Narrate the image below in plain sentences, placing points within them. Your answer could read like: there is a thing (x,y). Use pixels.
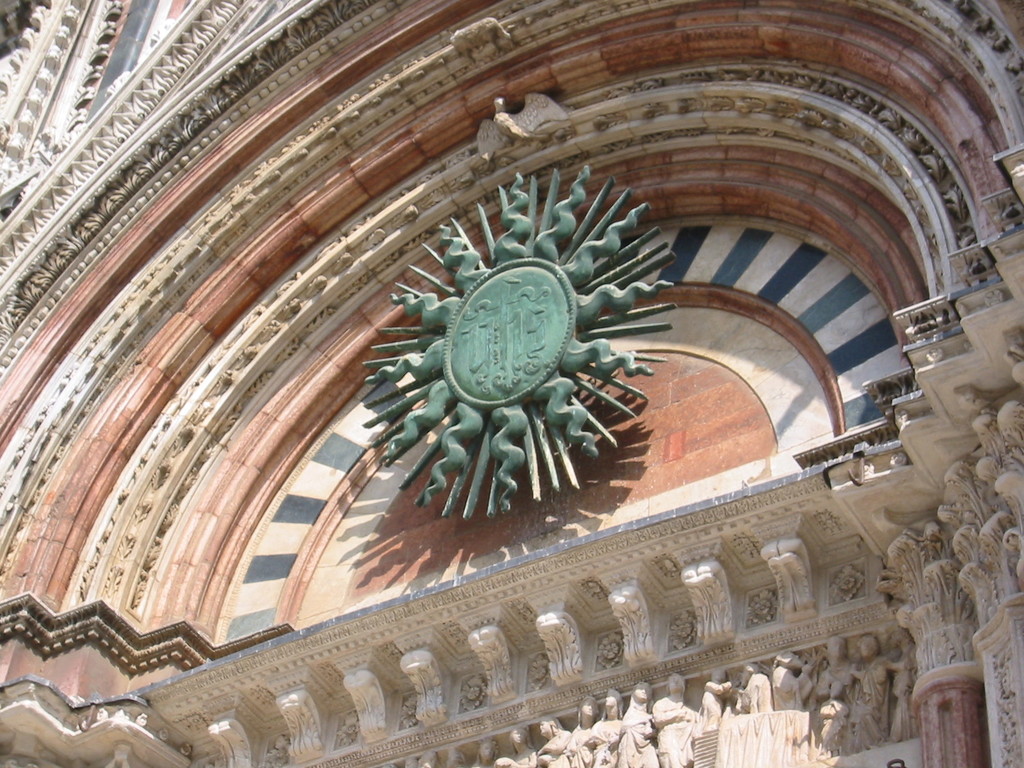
In this image we can see a group of sculptures (730,717) and some statues (555,118) on a building (340,97).
